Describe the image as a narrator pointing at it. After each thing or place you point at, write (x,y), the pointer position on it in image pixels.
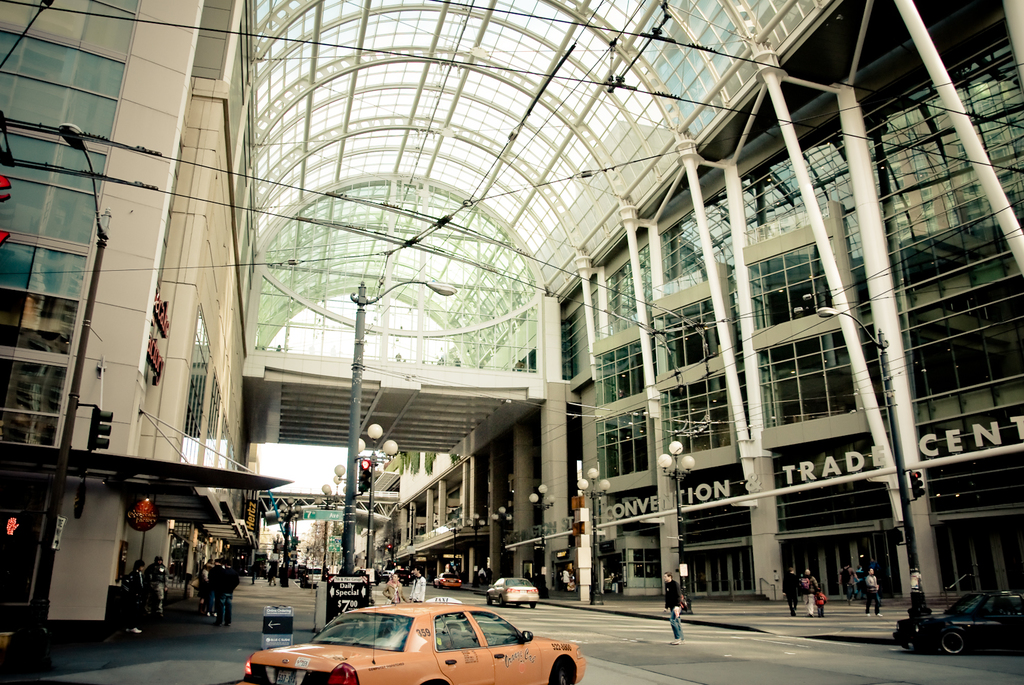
In this picture I can see a roof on the buildings (795,281), under some people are walking and also I can see few vehicles (409,626) on the road (142,682).
